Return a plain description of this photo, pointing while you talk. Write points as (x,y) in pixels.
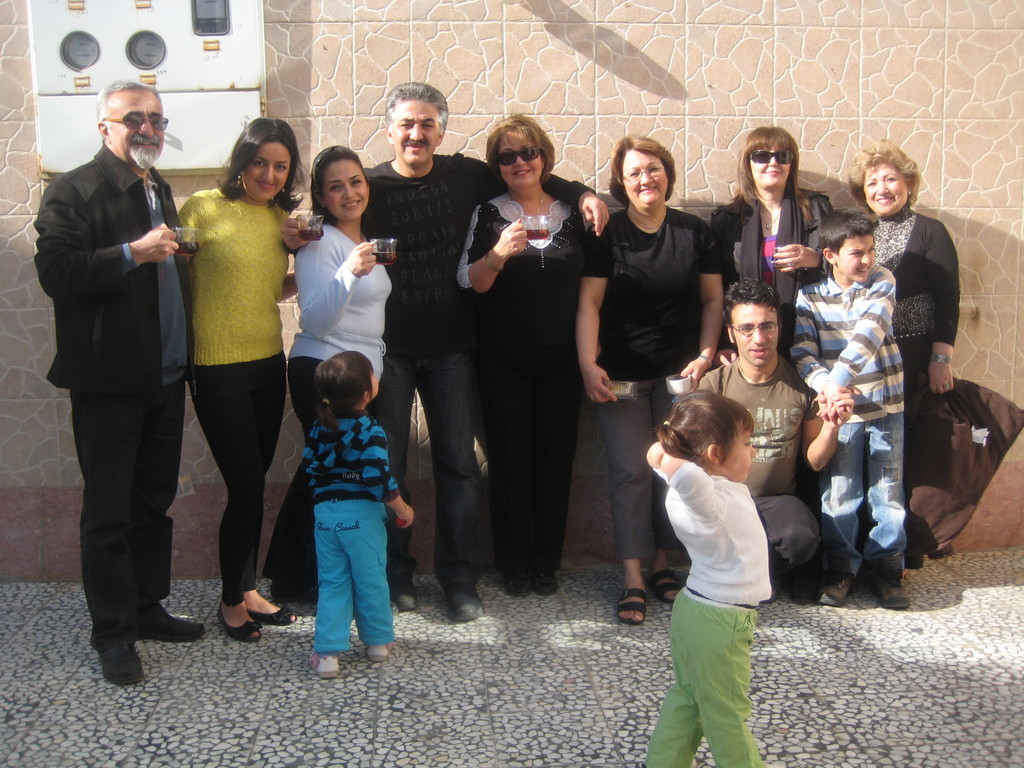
In this image there are people (137,280) standing on the floor (512,678) and they were holding the cups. Behind them there is a wall (650,31) and there is some object (248,90) on the wall (396,45).
